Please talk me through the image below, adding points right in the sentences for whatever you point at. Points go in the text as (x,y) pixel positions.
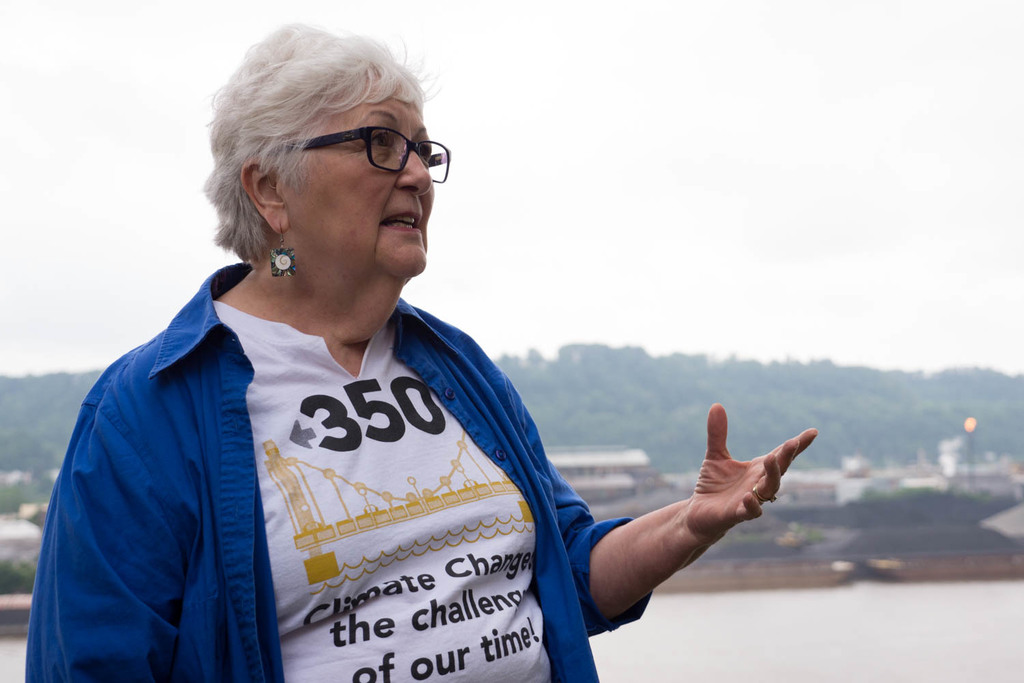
In this picture we can see a old woman (448,461) wearing white color t-shirt (488,500) and blue shirt (254,514) is talking to someone. Behind we can see the small river (774,635) and some trees (658,407).
